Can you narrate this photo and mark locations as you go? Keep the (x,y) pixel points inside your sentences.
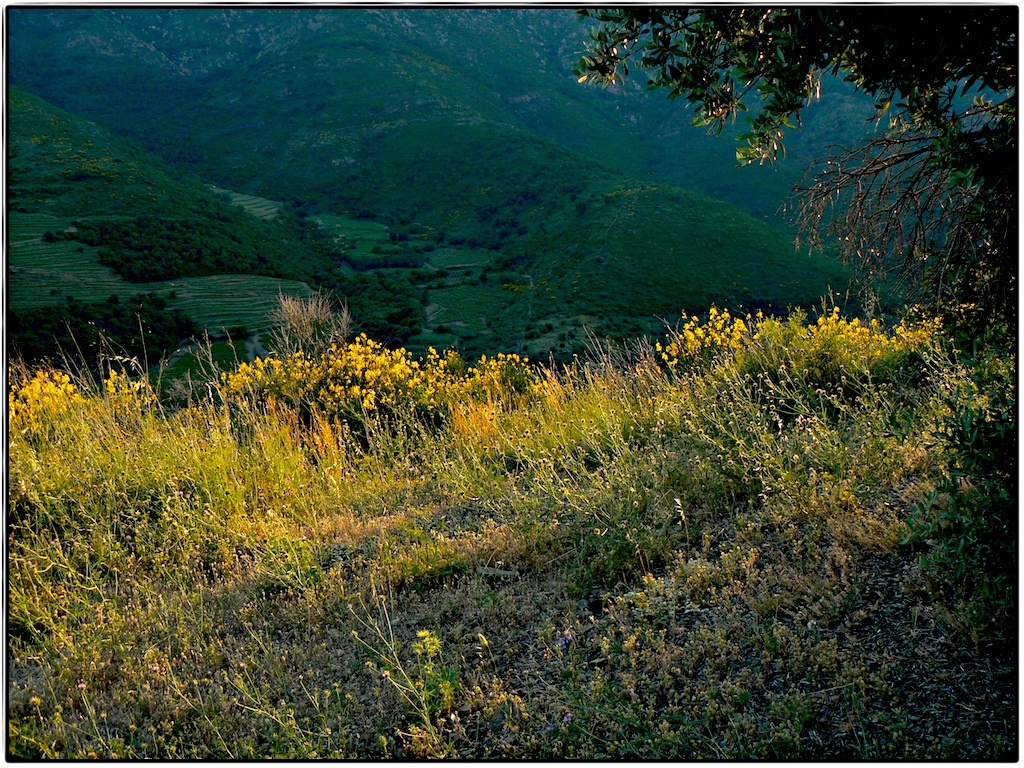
In the foreground of the image (392,423) we can see group of plants (330,590). In the background (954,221), we can see a tree (802,56) and mountains (414,196).
